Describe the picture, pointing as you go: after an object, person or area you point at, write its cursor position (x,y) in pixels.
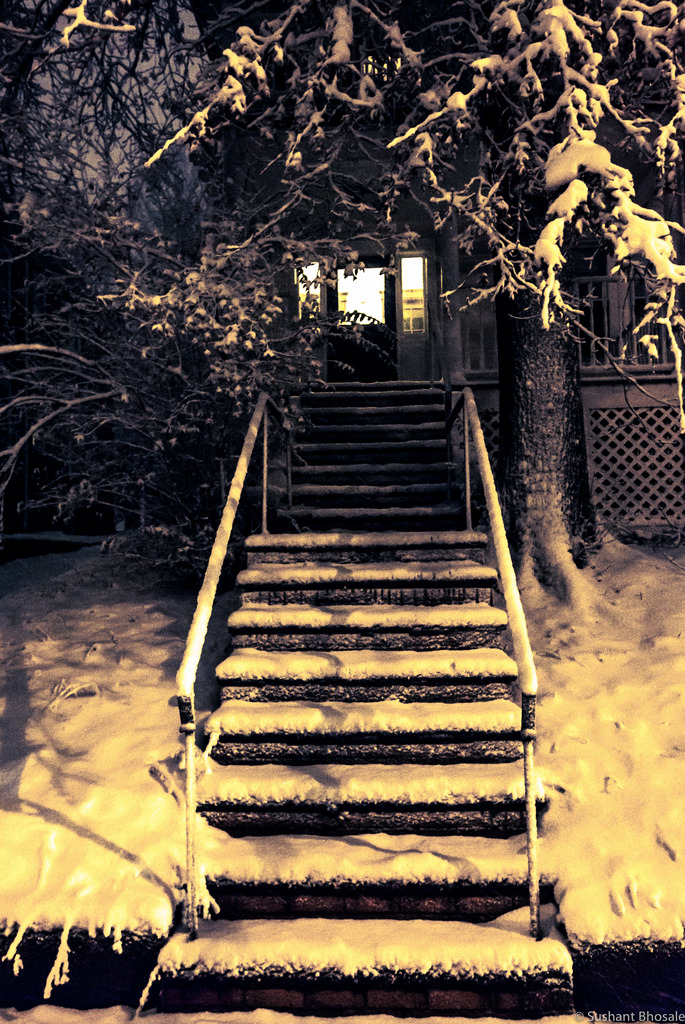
In the background of the image (387,285) there is a building (324,344). There are staircase (316,639) with snow (511,570). There are trees (237,194).
